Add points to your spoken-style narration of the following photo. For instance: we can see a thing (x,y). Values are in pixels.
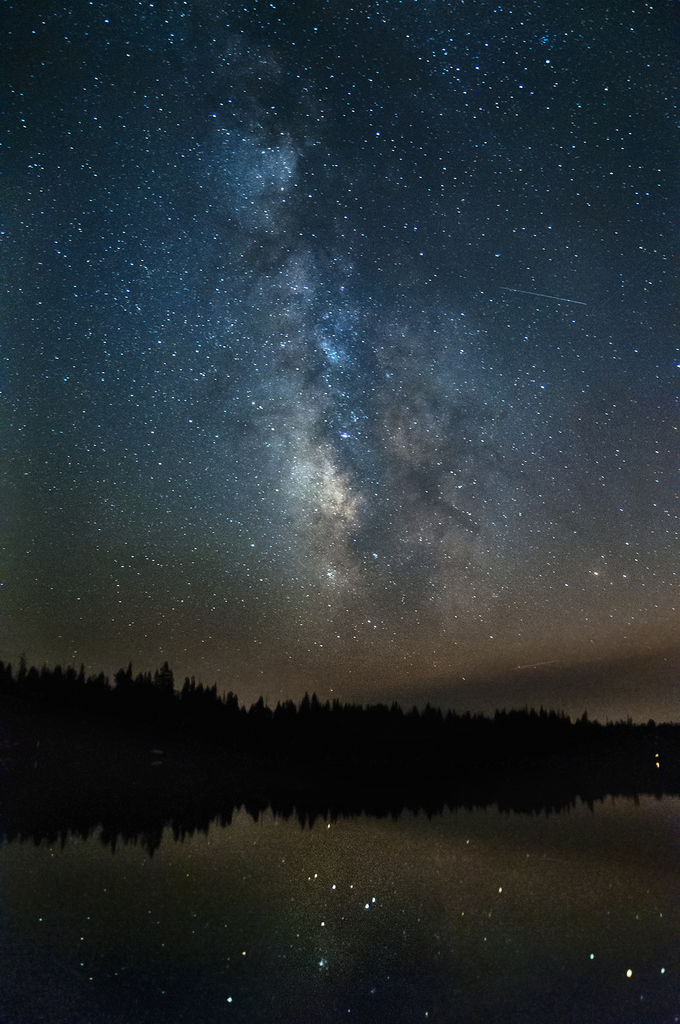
This picture shows water (327,899), trees (87,711) and sky (400,275) with stars (299,435).
